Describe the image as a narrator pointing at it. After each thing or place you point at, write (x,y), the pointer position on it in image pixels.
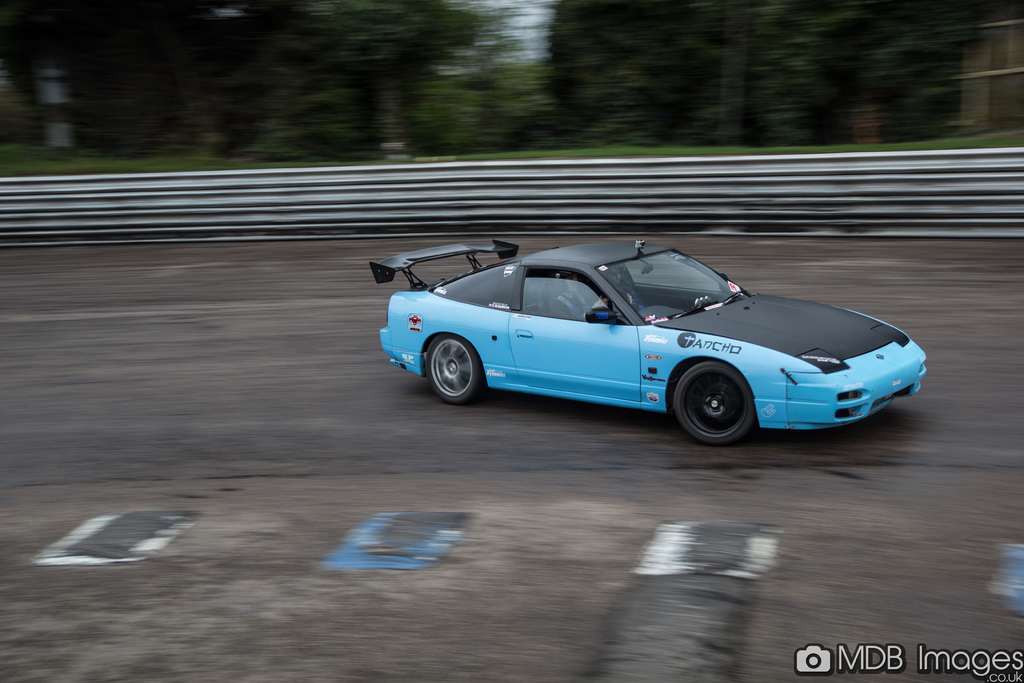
In this image there is a car (593,340), there is road (413,554) towards the bottom of the image (410,572), there is text (854,657) towards the bottom of the image (873,665), there is a fencing (560,225), there are trees (777,53) towards the top of the image (425,79).
